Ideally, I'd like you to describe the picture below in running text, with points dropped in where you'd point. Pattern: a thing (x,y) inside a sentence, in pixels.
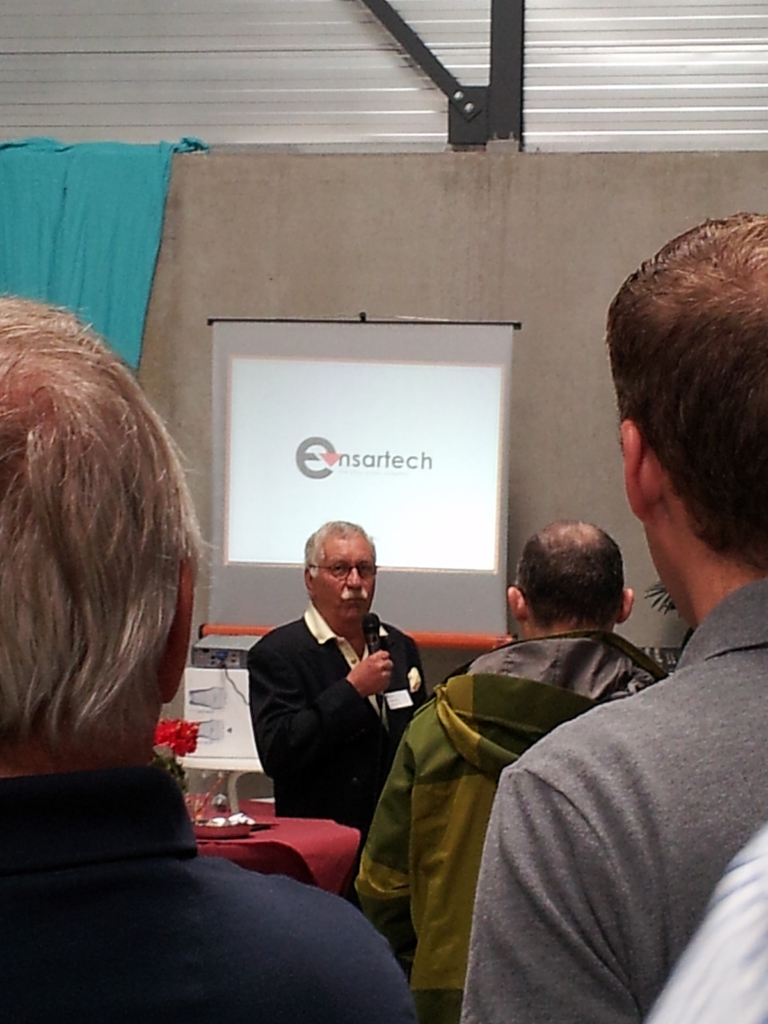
In this image I can see few people (350,645) are standing and one person (378,659) is holding a mic (371,649). Back I can see few objects (205,659), screen (287,439), wall (492,216) and blue color cloth (144,195) on the wall (216,195).
